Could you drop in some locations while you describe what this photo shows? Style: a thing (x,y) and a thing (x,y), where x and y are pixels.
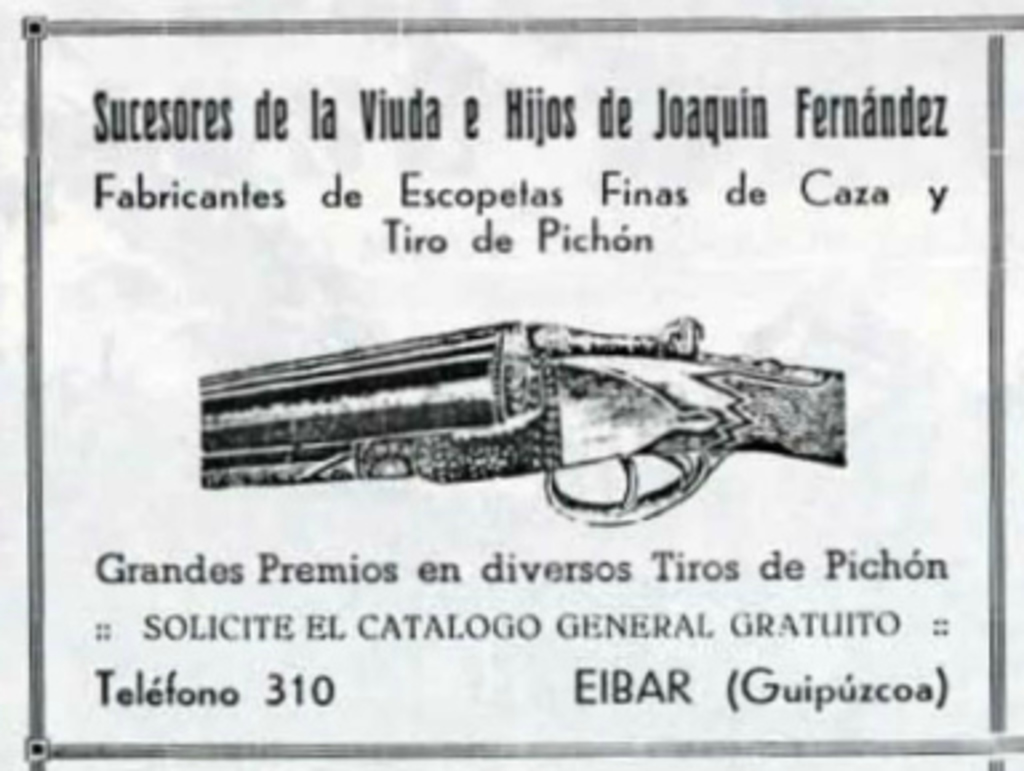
In this image I can see the paper (336,523). On the paper (308,519) I can see something is written and I can see the picture (521,453) of the gun (535,400).
